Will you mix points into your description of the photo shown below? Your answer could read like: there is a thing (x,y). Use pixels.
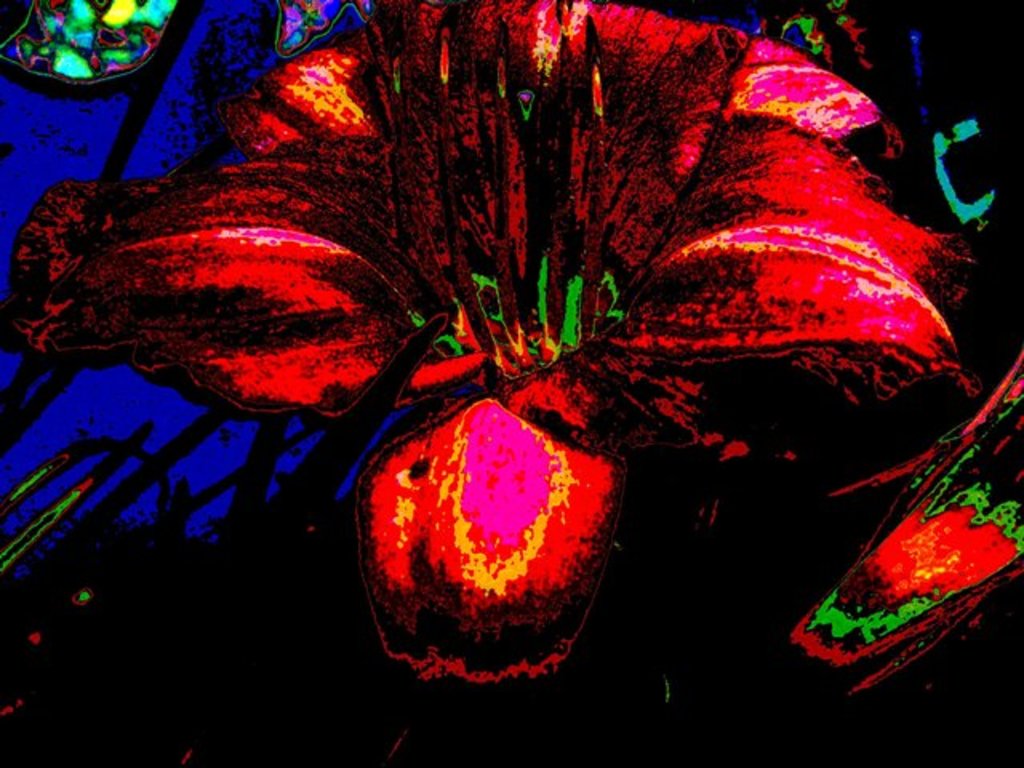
In this image I can see a colorful design flower painting (421,200), in the background (59,695) I can see black and blue color.
